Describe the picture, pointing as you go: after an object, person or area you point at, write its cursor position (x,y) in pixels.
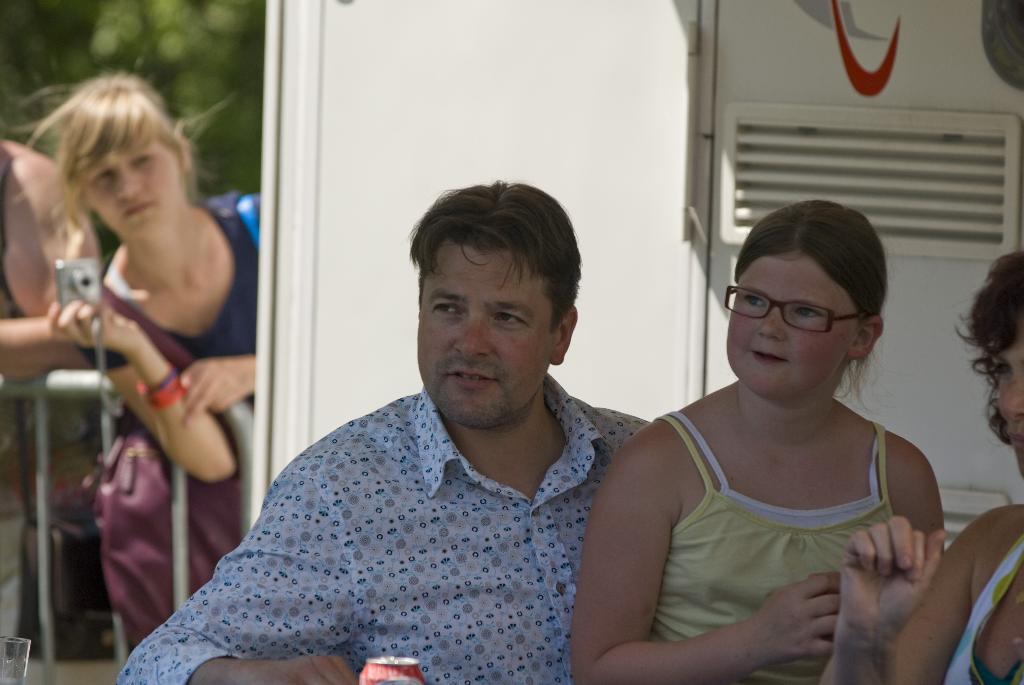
In this picture we can see a group of people (639,644), one girl (716,623) is wearing a spectacles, another girl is holding a camera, here we can see an object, glass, fence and in the background (272,470) we can see a wall (259,459), trees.
